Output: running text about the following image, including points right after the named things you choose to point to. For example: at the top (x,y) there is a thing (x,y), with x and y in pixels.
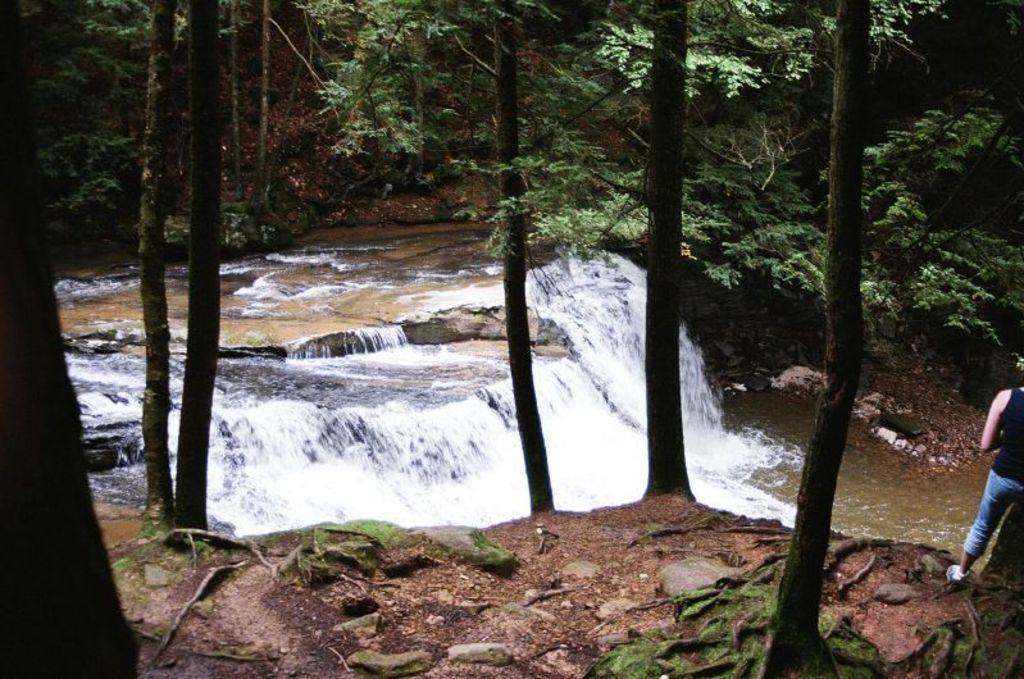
In this picture I can see water (417,421). I can see trees (526,316). I can see a person (990,485) standing on the right side (990,513).
